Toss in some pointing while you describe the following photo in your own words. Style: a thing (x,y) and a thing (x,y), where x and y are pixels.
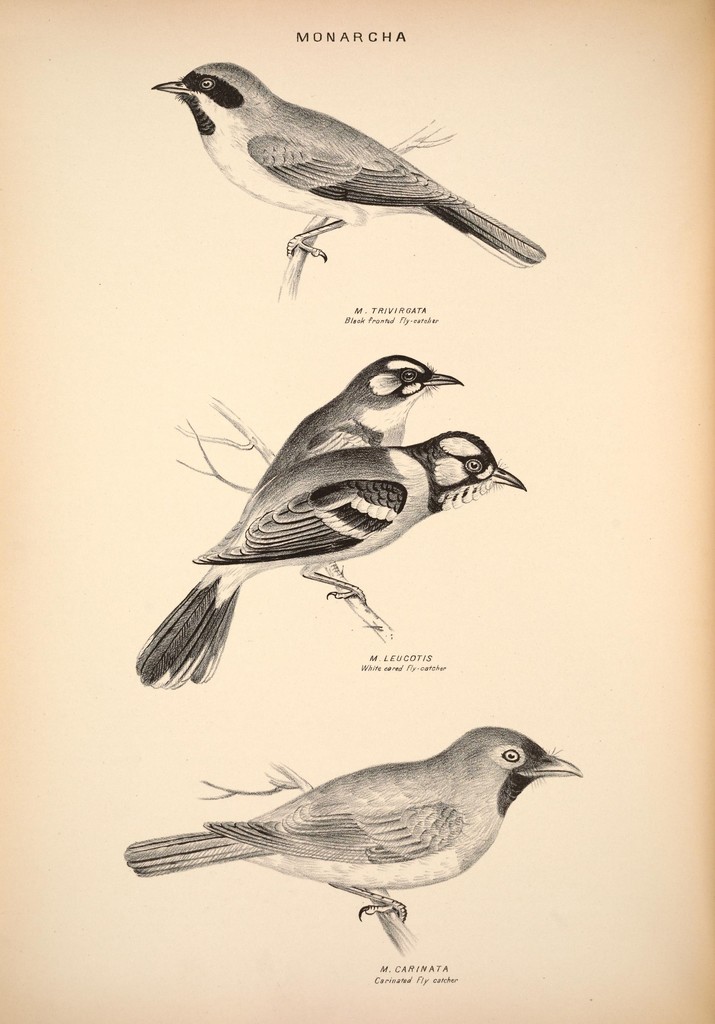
In the picture there is a paper (29,479), on the paper (13,506) there are pictures (249,532) of birds (301,836) present, there is some text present near the birds (428,806).
